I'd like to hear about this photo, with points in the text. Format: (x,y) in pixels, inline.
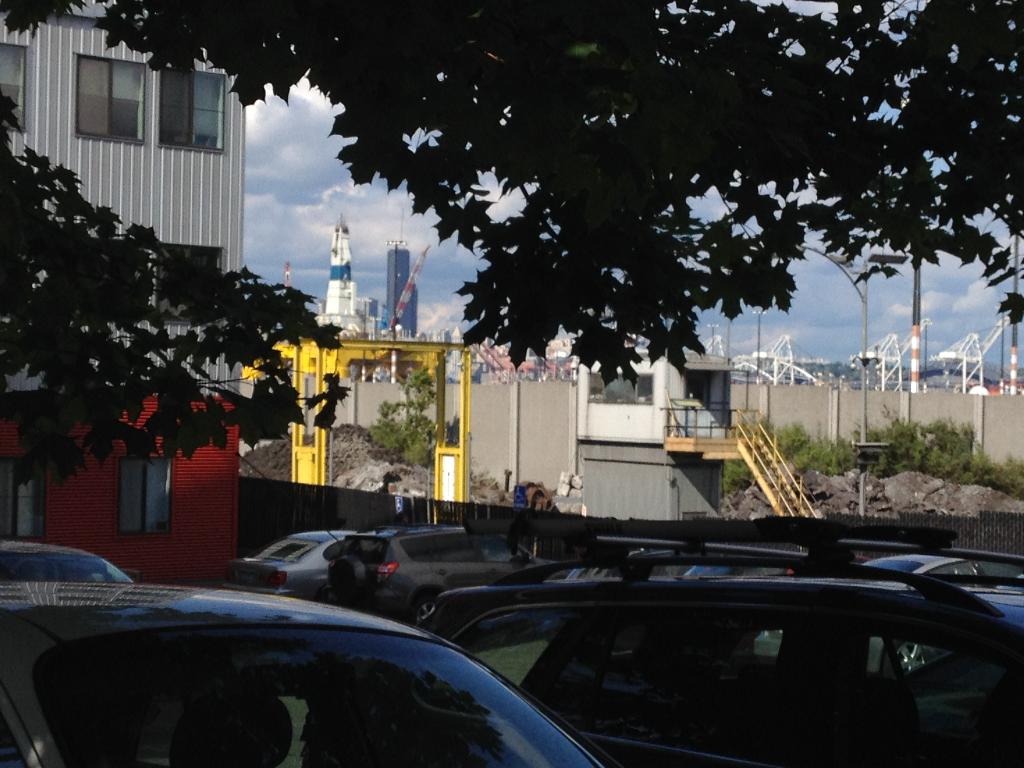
In this image there are cars (350,660) at the bottom (394,630). On the left side (154,199) there is a building (147,162) with the windows (86,88). At the top (606,78) there are trees (457,50). In the background (531,377) there are so many buildings (377,322) and cranes (406,296). At the top (298,124) there is the sky (292,124). There is a wall (835,419) in the background (856,413). In front of the wall (844,403) there is a light pole (864,335). There are plants (840,443) and soil (838,507) in front of the wall (916,412).
